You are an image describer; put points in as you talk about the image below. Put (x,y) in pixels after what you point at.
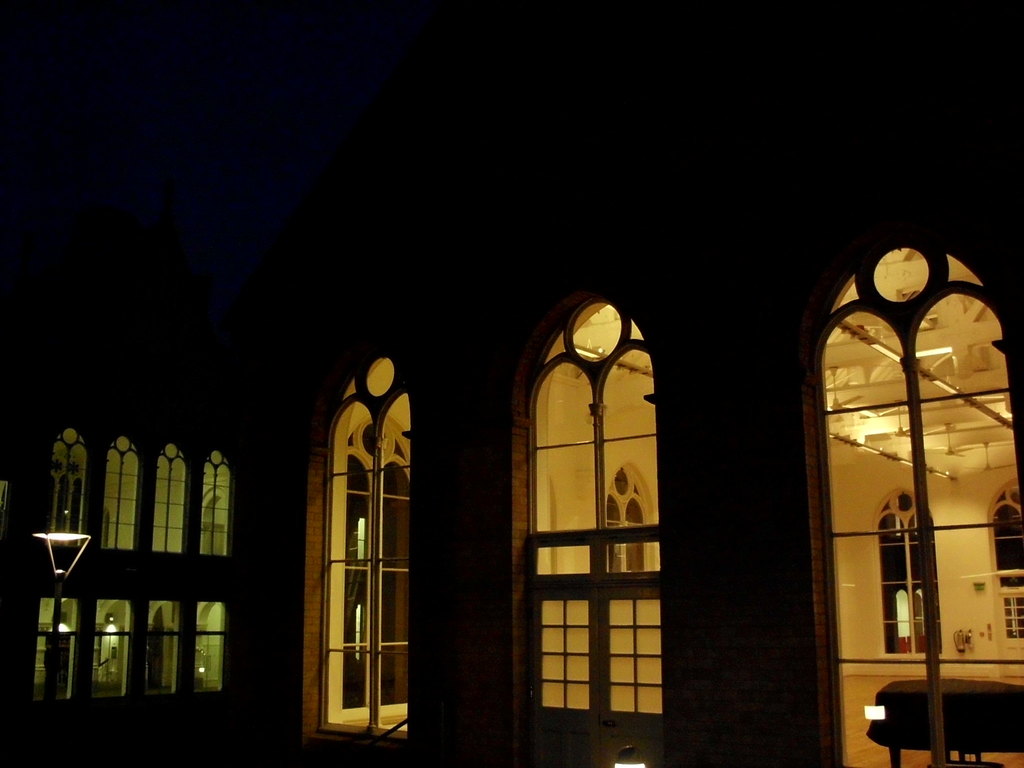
In this image there is a building (446,217) with the windows (325,591). This image is taken in the nighttime. There are three windows (606,516) in the middle (356,507). At the top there is ceiling (929,394) with the lights (950,352). On the left side (102,618) there are windows (162,496). In front of the windows (211,519) there is a light (56,537).
